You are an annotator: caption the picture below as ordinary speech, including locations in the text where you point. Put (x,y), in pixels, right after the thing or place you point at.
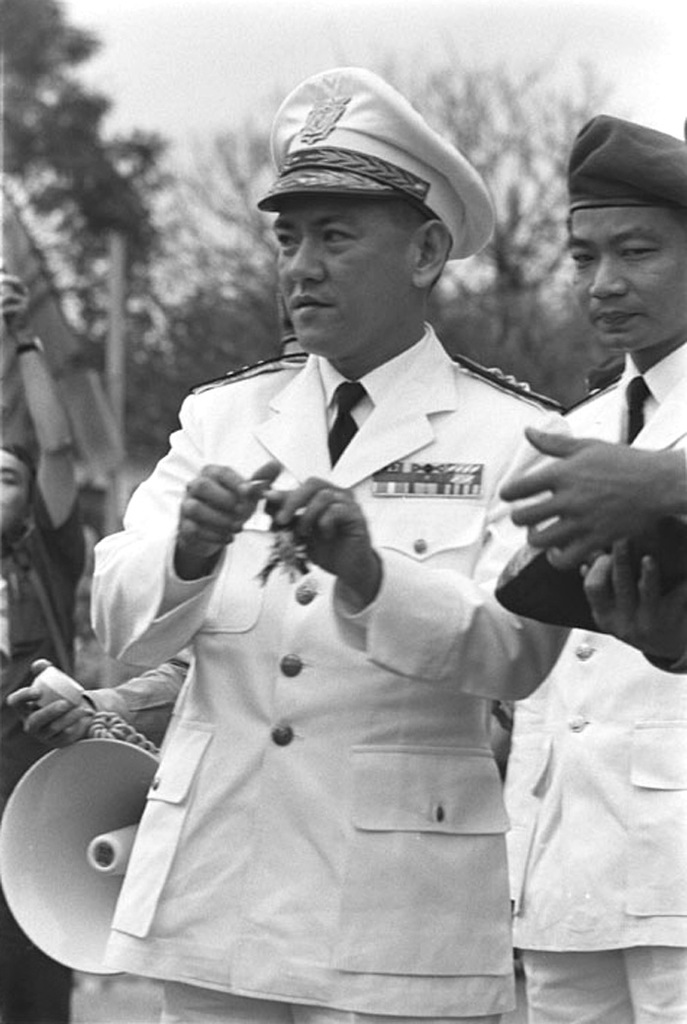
In the picture I can see people (287,588) are standing on the ground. The people (381,720) in the front (391,653) are wearing uniforms (376,640). In the background (180,258) I can see trees (192,254), the sky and some other objects (131,774). This picture is black and white in color.
